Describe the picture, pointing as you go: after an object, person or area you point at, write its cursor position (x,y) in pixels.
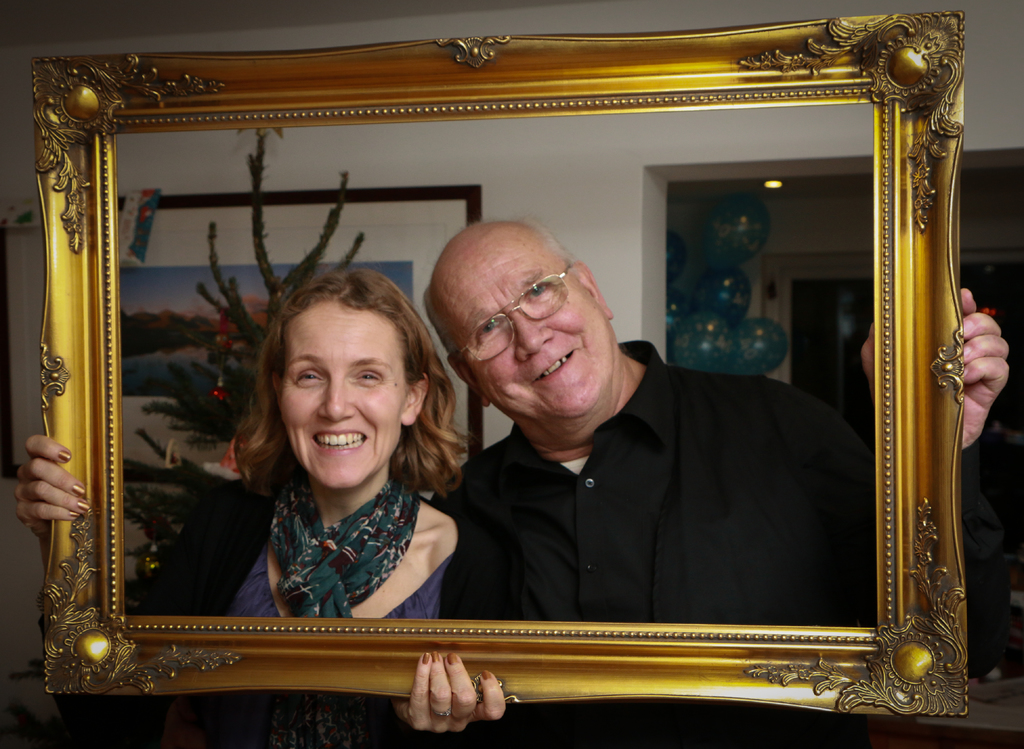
In the image there is a man (535,462) and a woman (260,488) holding a frame (134,691) and posing for the photo, behind them there is a wall (634,206) and there is a photo frame (359,205) kept in front of the wall (537,167) and beside the wall (651,208) there are balloons (719,281).
